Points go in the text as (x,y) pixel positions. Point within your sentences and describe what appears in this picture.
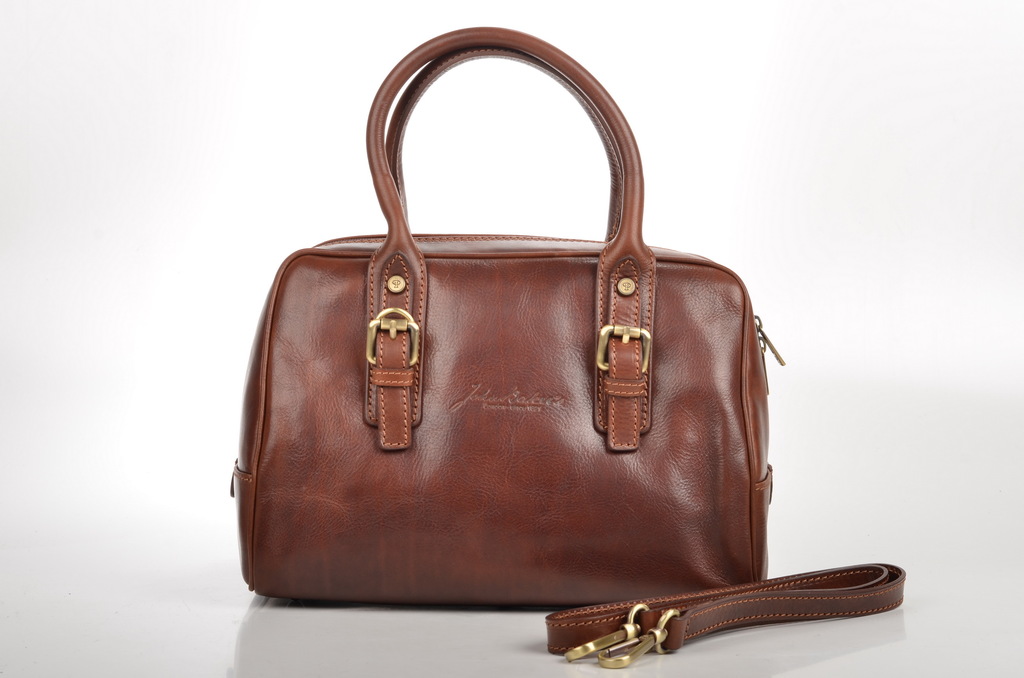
There is a bag (494,390) in the given picture which is in brown color placed on the table (236,606). There is a white background (146,179).
